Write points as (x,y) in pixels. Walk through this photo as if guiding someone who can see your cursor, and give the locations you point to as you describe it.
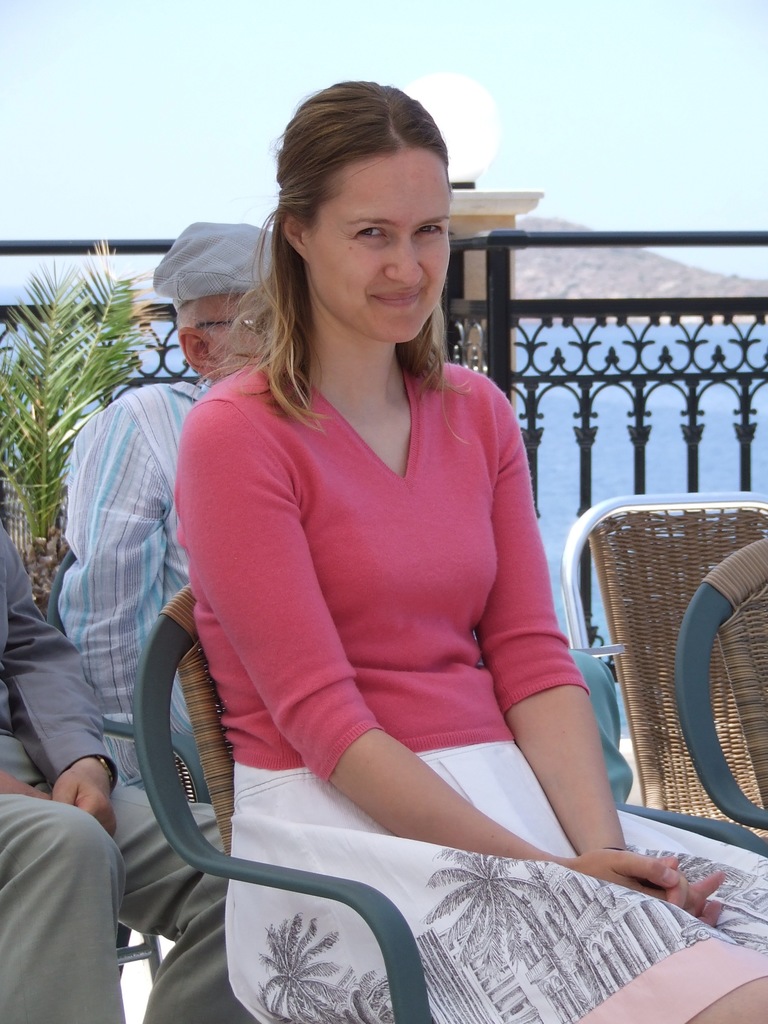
There are 3 people (215,542) sitting on a chair (272,885). In the center (273,437) we have a woman (515,667). She is smiling. We can see the background (703,468) there is a plant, mountain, sky (561,201) and water (592,462).
